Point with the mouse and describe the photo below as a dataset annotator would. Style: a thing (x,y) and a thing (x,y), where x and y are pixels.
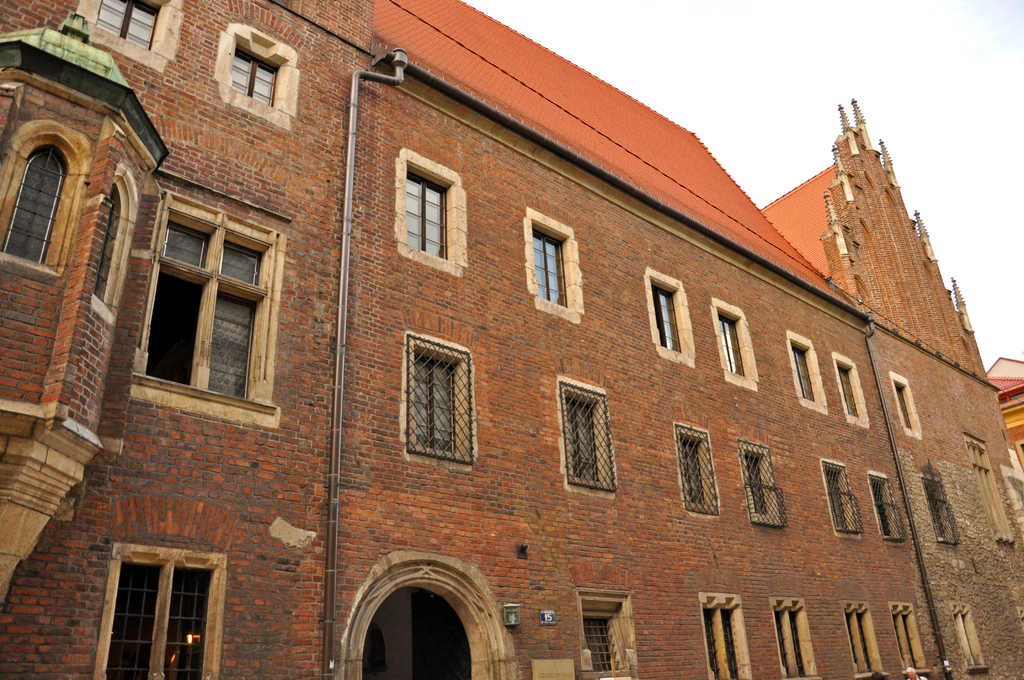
In this image I can see a building (540,428) which is brown in color, few windows (410,362) of the building (539,235) and few pipes (325,662). In the background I can see the sky (800,113).
